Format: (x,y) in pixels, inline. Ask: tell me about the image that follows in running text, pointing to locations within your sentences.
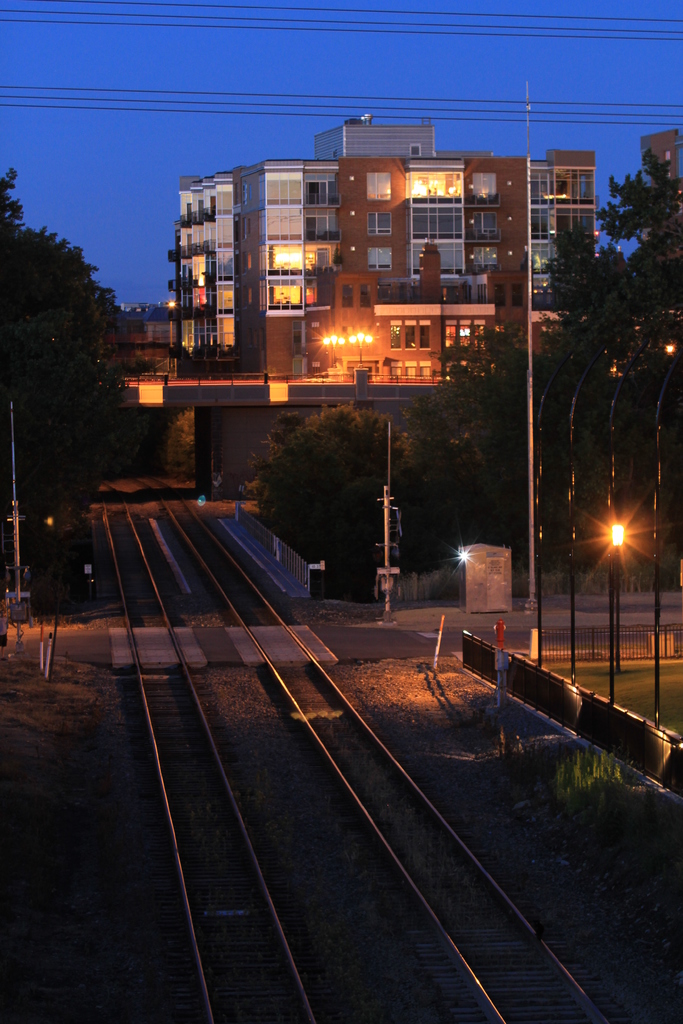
At the bottom of the image (184,704) on the ground (190,696) there are train tracks (190,696). On the right side of the image (475,664) on the ground (340,795) there is grass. And also there are poles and fencing (480,654). In the background (665,401) there is fencing poles (540,699) and also there are trees (494,392). Behind them there is a building (416,370) with walls (465,219) and glass windows (283,251). At the top of the image (283,101) there are wires (346,21) and also there is sky (663,88).
